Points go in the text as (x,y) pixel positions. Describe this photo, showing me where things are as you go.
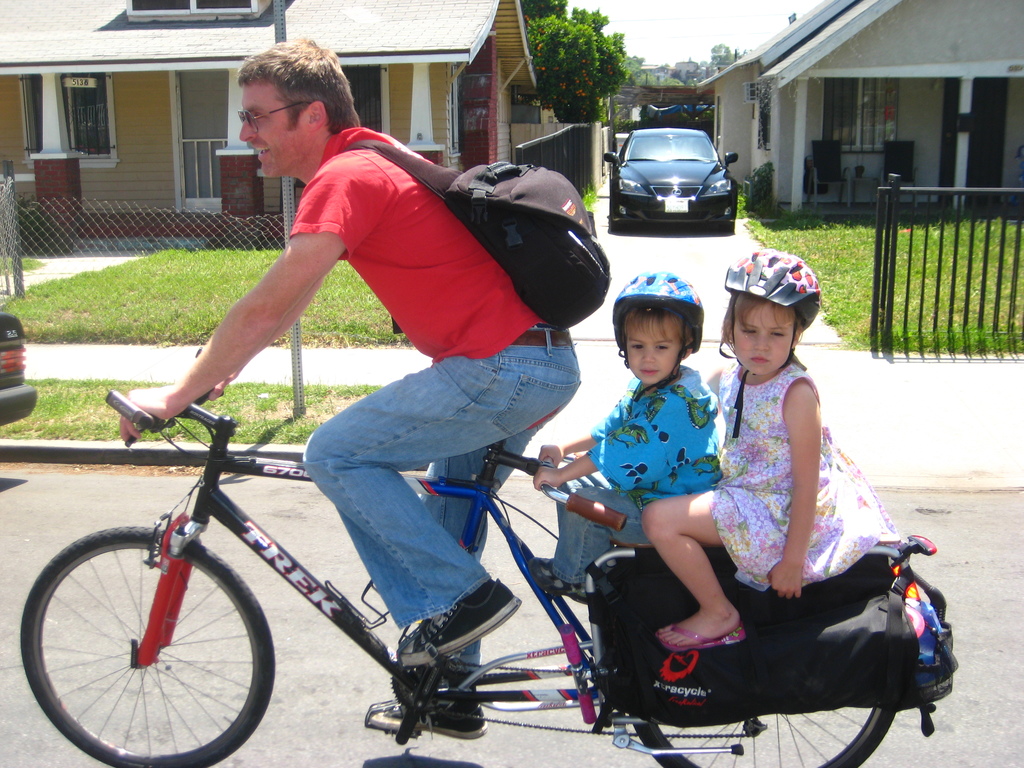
The image is outside of the city (1005,574) and it is very sunny. In the image there are three people (447,392), red color shirt man (446,358) is riding a bicycle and remaining two kids (635,423) are sitting on bicycle (830,576). On right side (881,126) there is a house (956,119) with chairs (818,171) and a car (731,156), on left side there is another house (417,79), trees (567,45) and sky (643,19) is on top (676,12).
